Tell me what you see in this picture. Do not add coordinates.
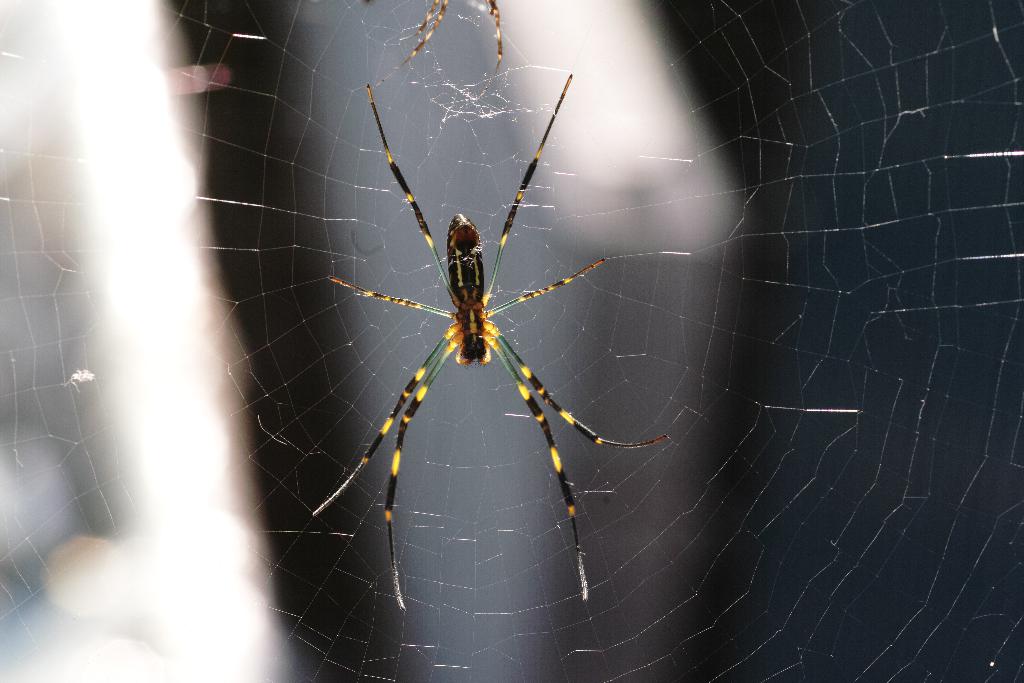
In this image we can see there is a spider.
